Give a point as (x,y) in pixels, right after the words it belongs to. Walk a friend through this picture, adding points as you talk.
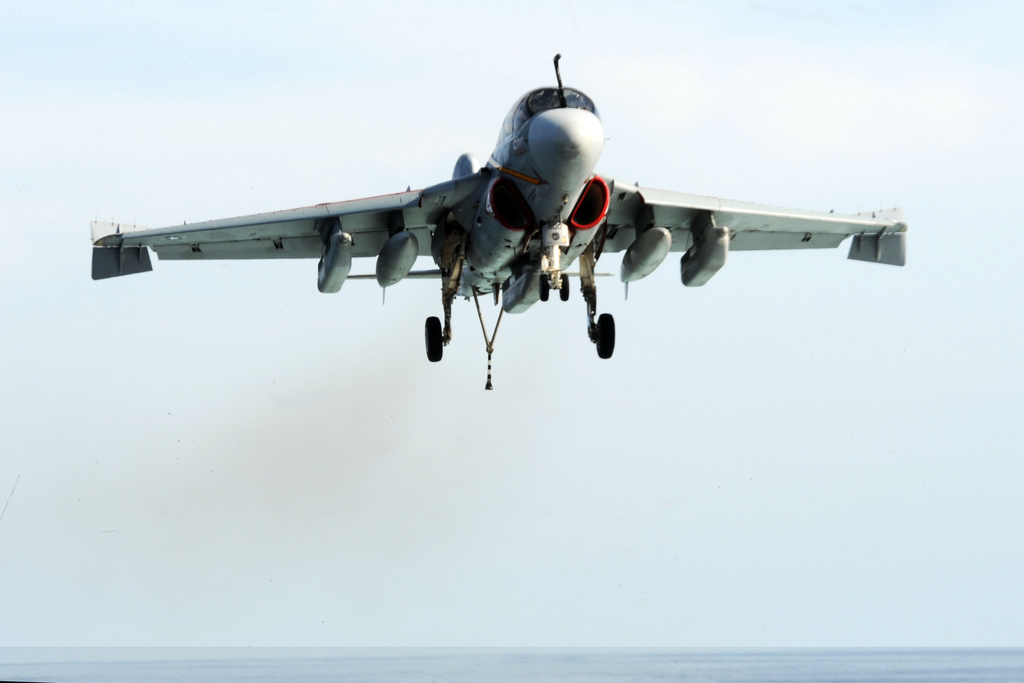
In this picture, in the middle (600,249), we can see an airplane (578,200) flying in air (636,359). In the background (708,126), we can see white color, at the bottom (746,668) there is a water (956,654).
